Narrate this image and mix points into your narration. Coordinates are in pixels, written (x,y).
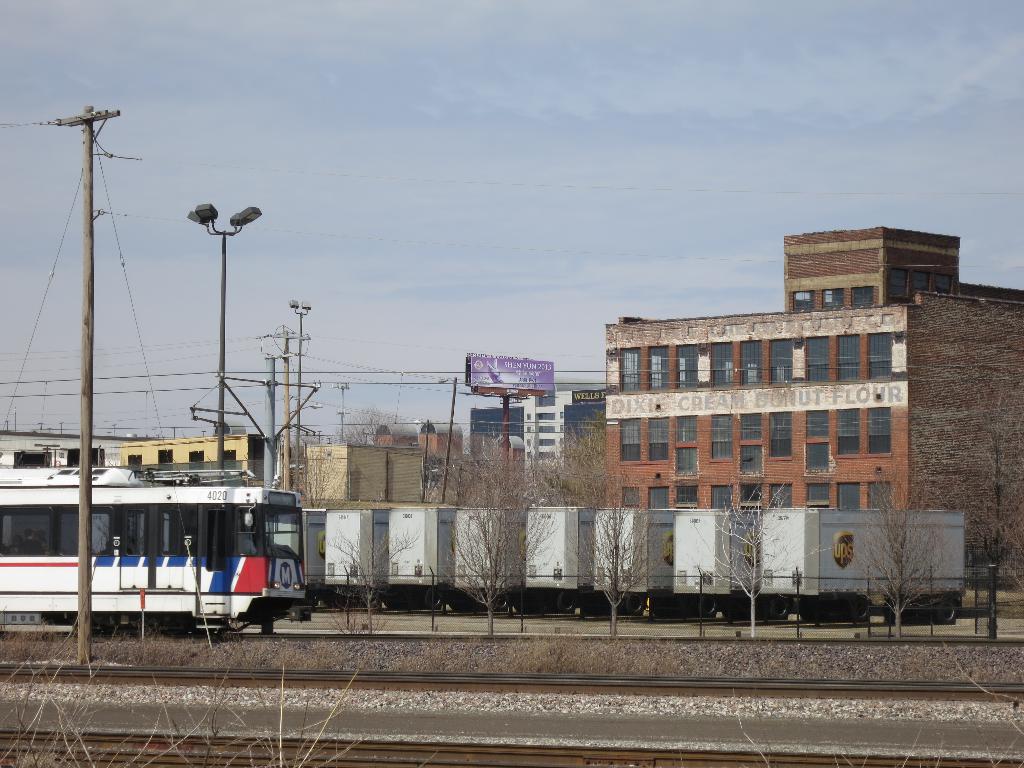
In this image there are buildings (853,441), in front of the buildings (835,455) there are few objects (413,542), train (15,513) on the track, trees (1022,572) and utility poles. In the background (312,379) there is the sky (367,390).
